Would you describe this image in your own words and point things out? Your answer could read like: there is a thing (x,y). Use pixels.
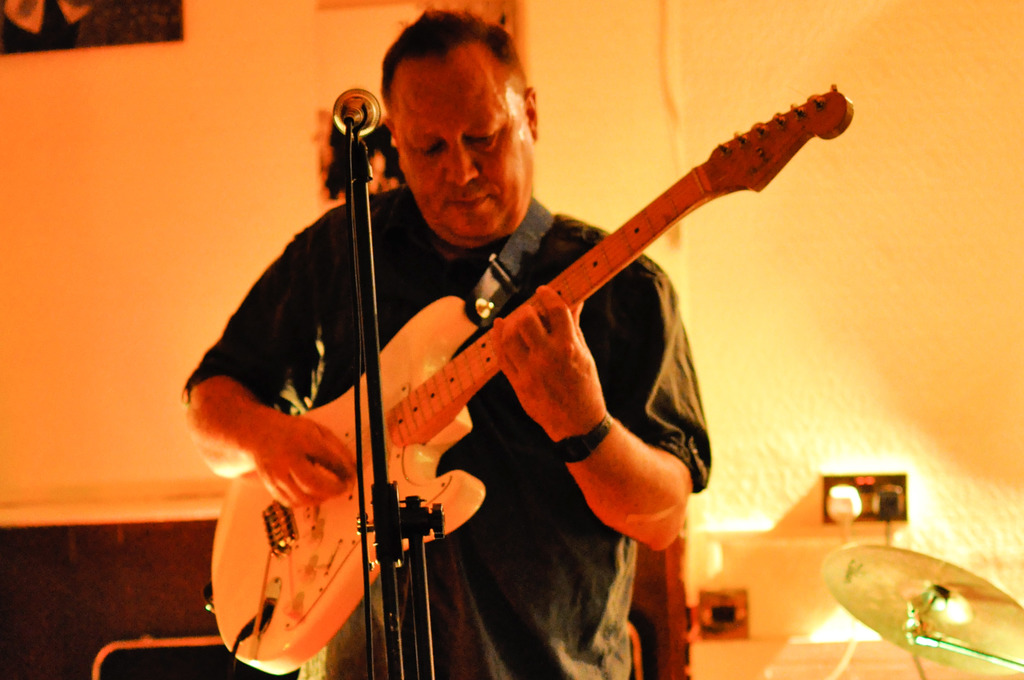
In this image we can see a person (271,437) holding a guitar (494,347) in his hands (543,344) and playing it. There is a mic (373,103) in front of him. In the background (173,206) we can see photo frame (49,37) on wall (135,61), switch board (901,489) and drums (955,624).
